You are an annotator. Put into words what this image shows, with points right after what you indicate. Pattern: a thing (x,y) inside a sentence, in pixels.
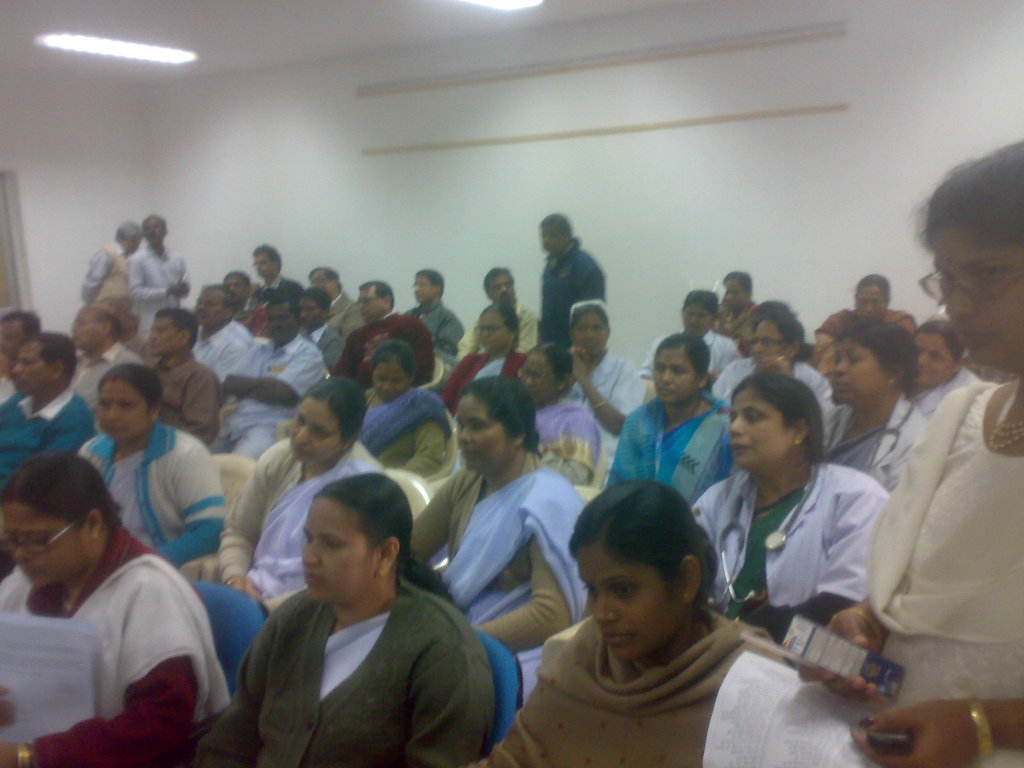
In this image there are four people (1002,645) standing in which a person (972,735) is holding papers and a box (811,640), and at the background (520,508) there are group of people (3,356) sitting on the chairs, lights (489,5), wall (402,124).
